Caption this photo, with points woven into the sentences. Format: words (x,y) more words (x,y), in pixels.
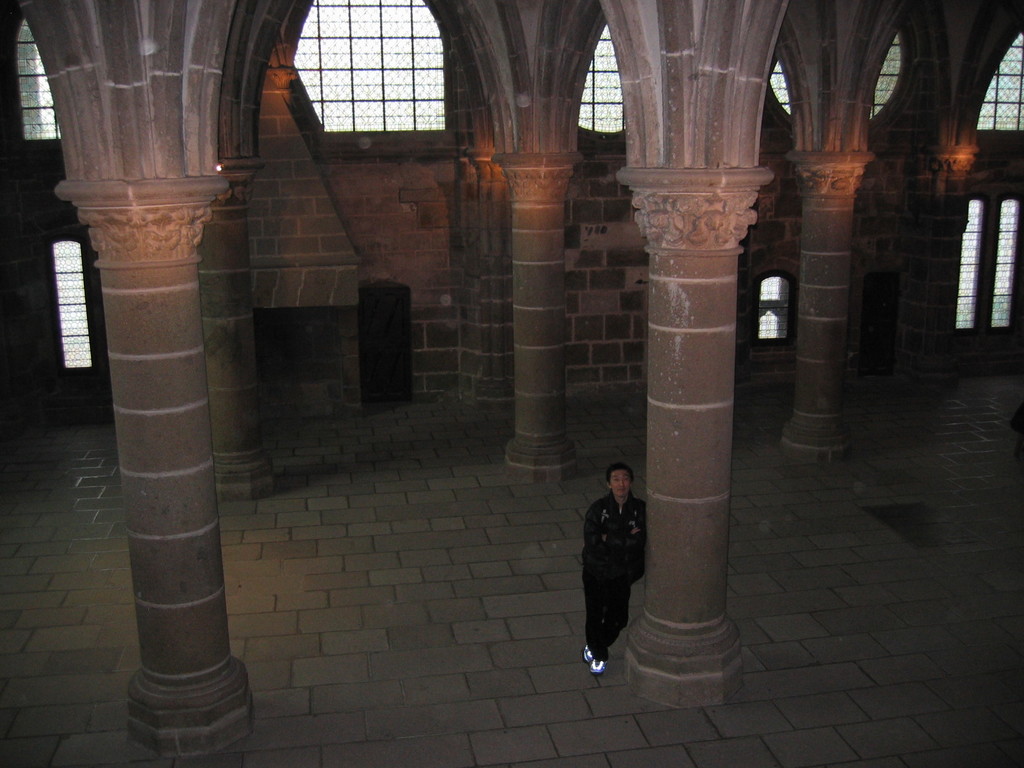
The image is taken in the hall (645,697). In the center of the image (603,497) we can see a man (614,607) standing and there are pillars (679,311). In the background (979,239) there are windows (972,291).
